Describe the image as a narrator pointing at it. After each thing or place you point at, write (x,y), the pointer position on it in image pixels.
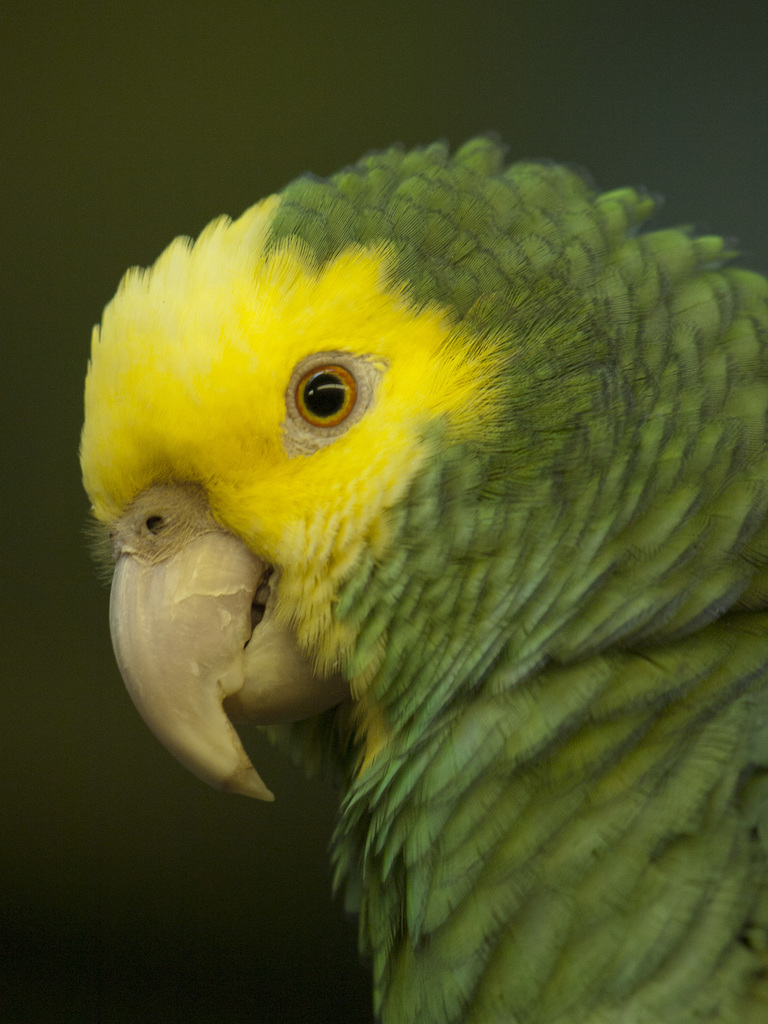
Here in this picture we can see a parrot (359,462) present over there.
